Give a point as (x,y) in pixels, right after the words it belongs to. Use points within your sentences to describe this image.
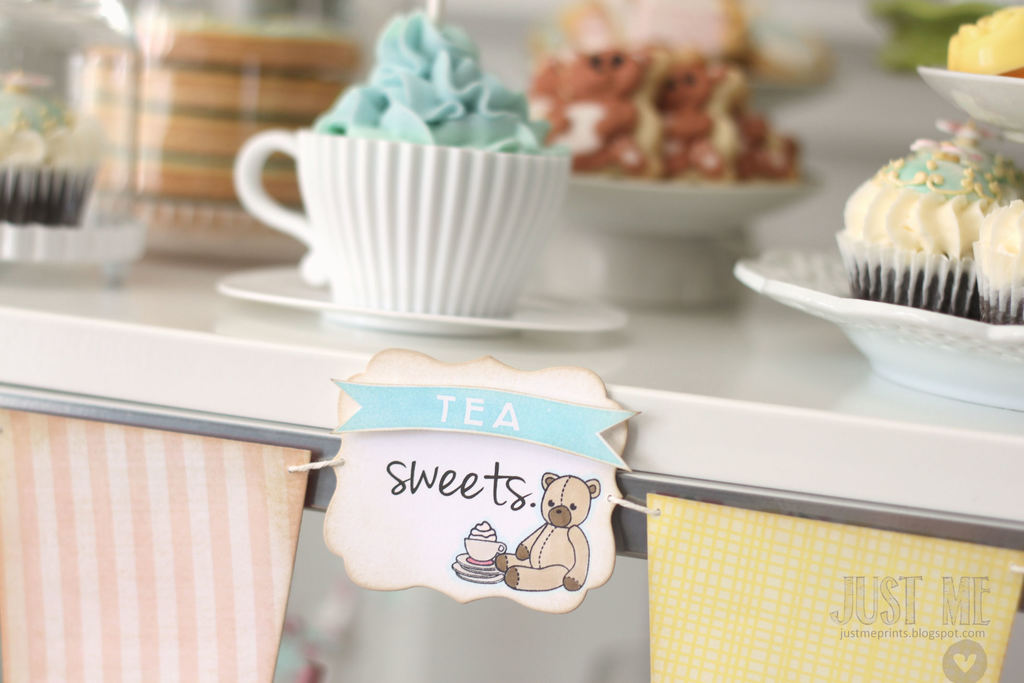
In this picture I can see there are few cup cakes (906,284) placed on the table (98,288) and it has cream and sprinkles (954,155) on it. There is a board (568,571) and there is a teddy bear (584,536) and something written on it.
